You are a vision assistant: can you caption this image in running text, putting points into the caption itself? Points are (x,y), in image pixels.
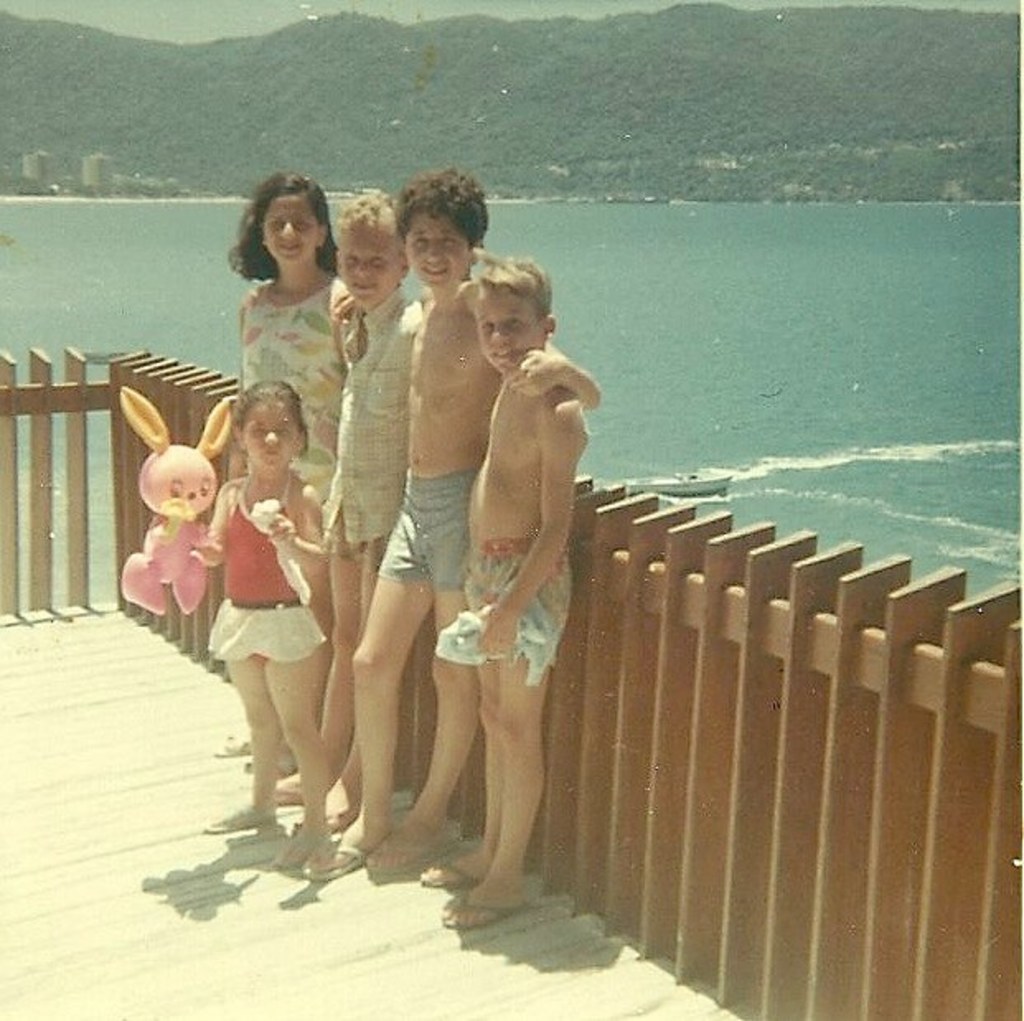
This picture shows few boys (430,396) and couple of girls (301,365) standing and we see a girl (269,444) holding a toy (169,485) in her hand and we see a wooden fence (667,548) and a boat (696,491) in the water (698,516) and we see trees (388,136).
